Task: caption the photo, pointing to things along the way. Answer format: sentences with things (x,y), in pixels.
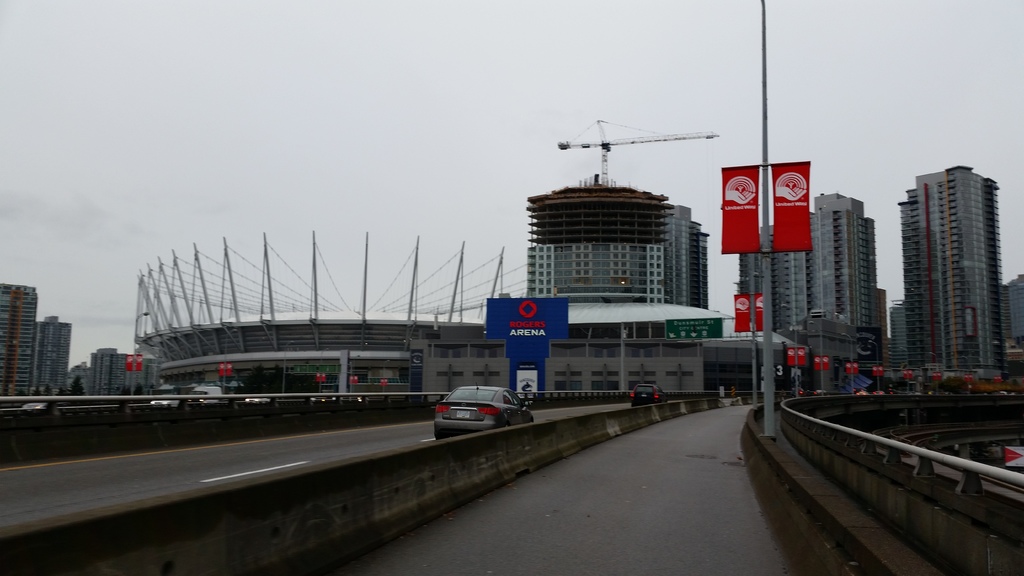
The image is a street view of a city (362,415). In the foreground (380,424) we can see roads (631,449), banner (755,226), pole (763,222) and a vehicle (495,396). In the middle of the picture (510,294) there are buildings (581,275), machinery (613,143), poles (878,379), banners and other objects (985,421). At the top (520,56) it is sky (294,82).
